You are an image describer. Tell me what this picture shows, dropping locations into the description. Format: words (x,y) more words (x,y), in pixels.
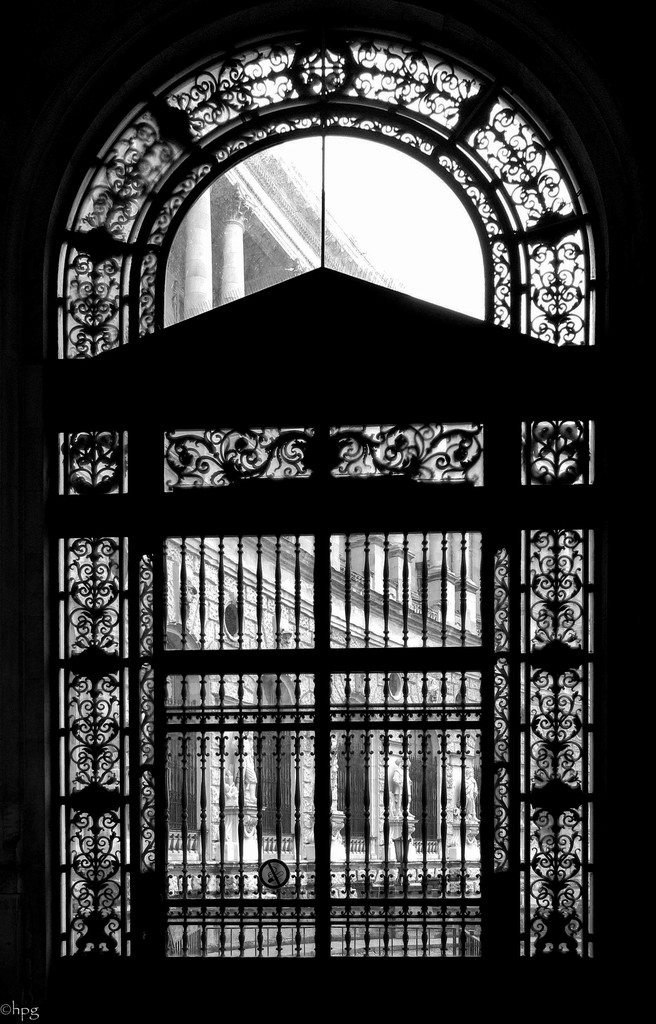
In this image there is a gate (223,833) under the arch (398,24), behind that there is a big building (228,598).
